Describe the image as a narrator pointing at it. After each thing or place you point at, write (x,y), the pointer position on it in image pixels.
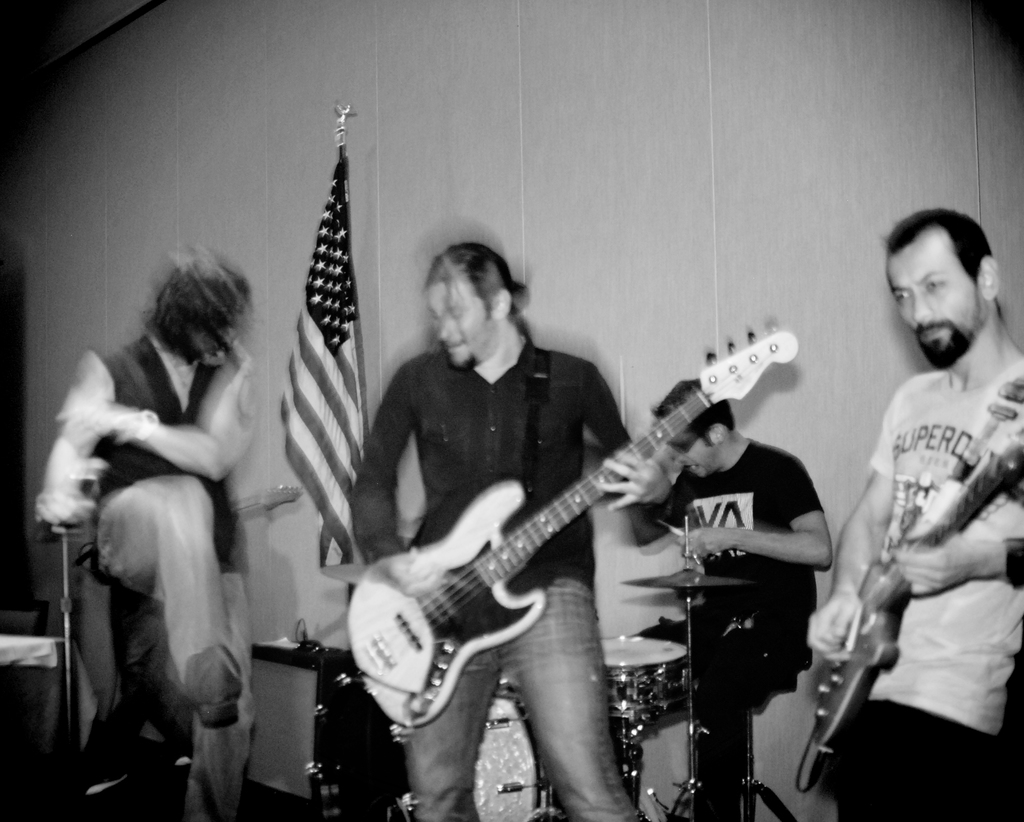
there are 4 people (490,477) in this image. the people (931,551) at the front (577,595) are playing guitar (391,713). the person (735,483) at the back (716,535) is playing drums (685,587). at the left (329,381) there is a flag (319,425).
